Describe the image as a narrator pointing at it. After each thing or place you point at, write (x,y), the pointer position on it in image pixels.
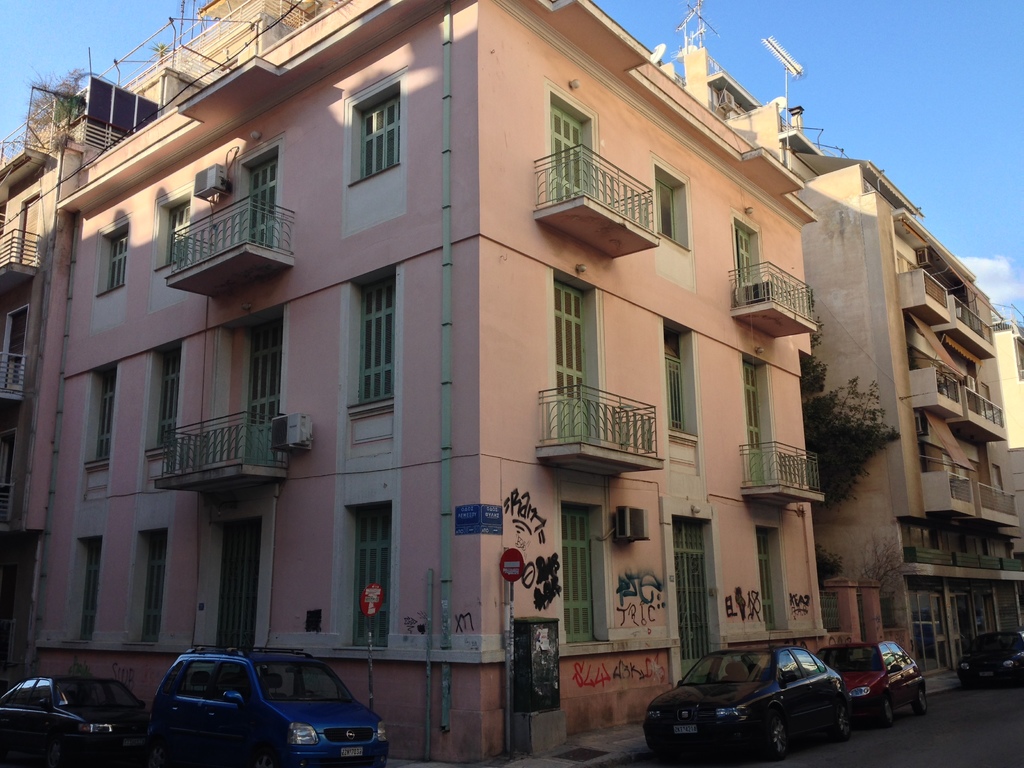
In this picture we can see two buildings (889,378) here, there are some cars (904,661) at the bottom (912,671), we can see a board (513,575) here, we can see windows (394,162), balconies (284,254) and railings (802,306) of these buildings (632,270), there is a tree (861,459) here, we can see the sky (854,79) at the top of the picture (930,28).
